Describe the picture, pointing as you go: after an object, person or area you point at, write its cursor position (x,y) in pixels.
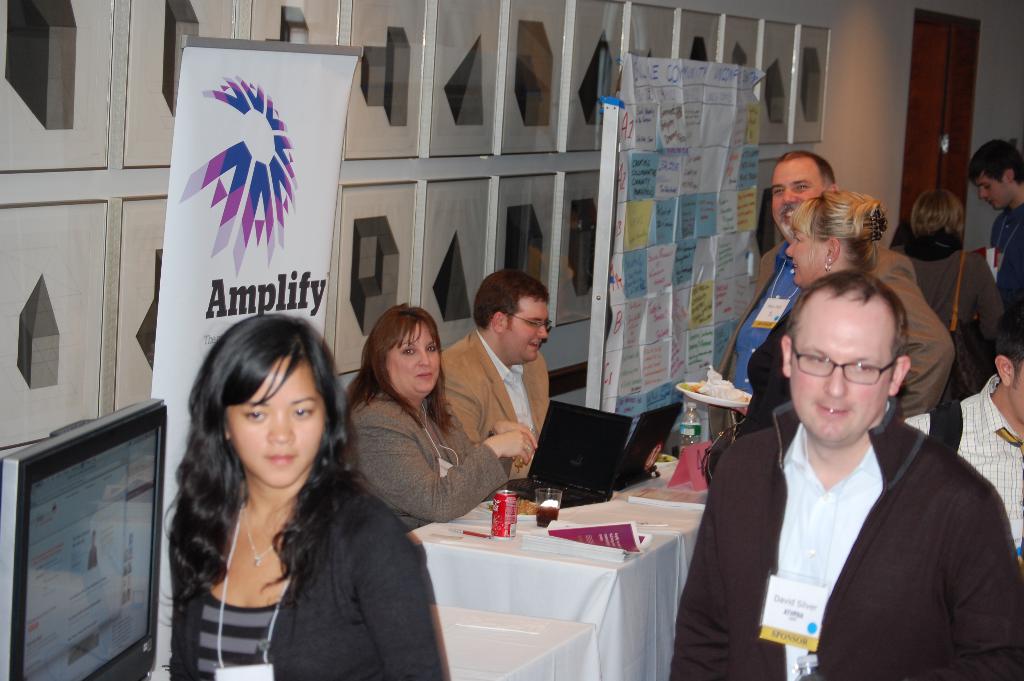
In this picture we can see a group of people (745,577) standing and some people (436,439) are sitting. In front of the people (451,428) there is a table (474,571) and on the table (501,571) there is a can (502,507), cup (551,516), papers (576,533), laptops (606,456), bottle (683,421) and other things (591,531). Behind the people (337,433) there is a board (679,188), banner (250,285) and a wall (538,190). On the left side of the people (361,504) there is a monitor (100,521).
